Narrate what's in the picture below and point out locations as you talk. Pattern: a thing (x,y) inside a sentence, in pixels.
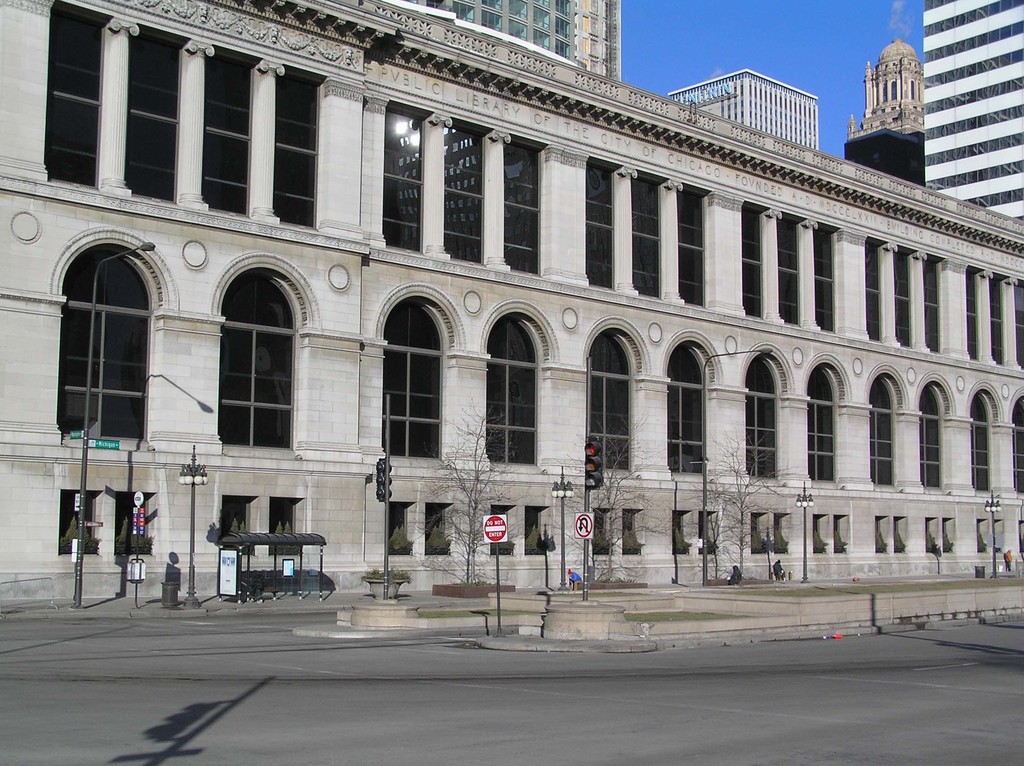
In this picture we can see the road (538,705), poles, sign boards (493,530), traffic signals (589,458), lights (191,473), trees (838,538), buildings (536,471) with windows (278,85) and some objects (379,587) and in the background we can see the sky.
